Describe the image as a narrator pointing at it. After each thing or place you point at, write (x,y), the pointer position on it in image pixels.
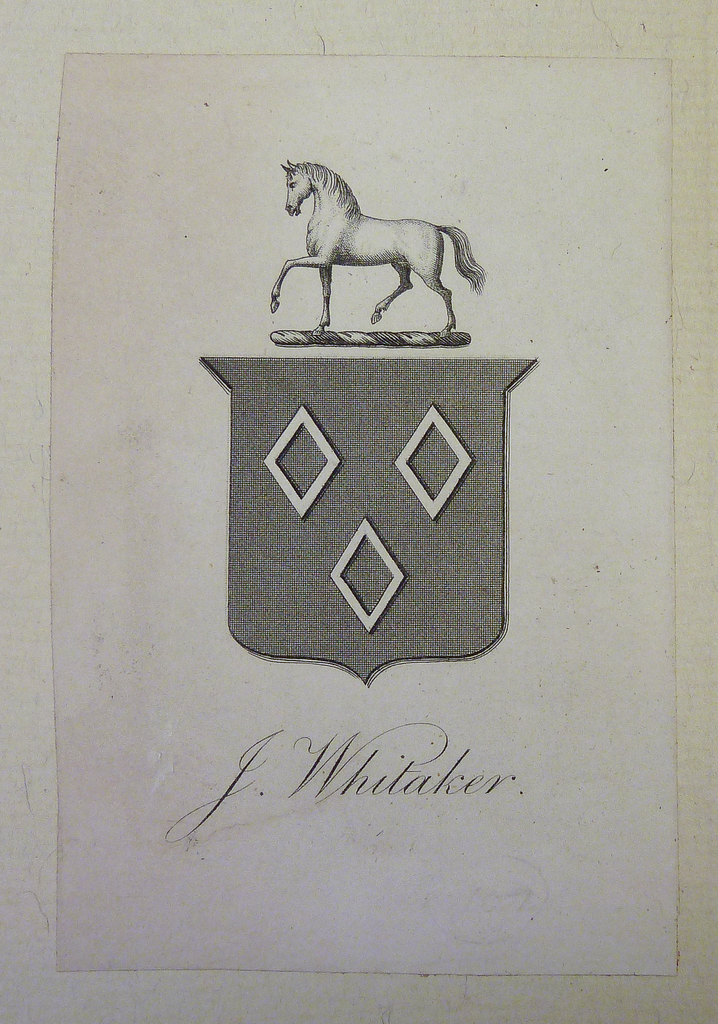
In the center of this picture (450,527) there is a white color object (317,239), on the top of which we can see the picture (449,305) of a horse (292,211) seems to be running and a picture (446,515) of some object (440,569). At the bottom (494,796) there is a text (381,767) on the image.
